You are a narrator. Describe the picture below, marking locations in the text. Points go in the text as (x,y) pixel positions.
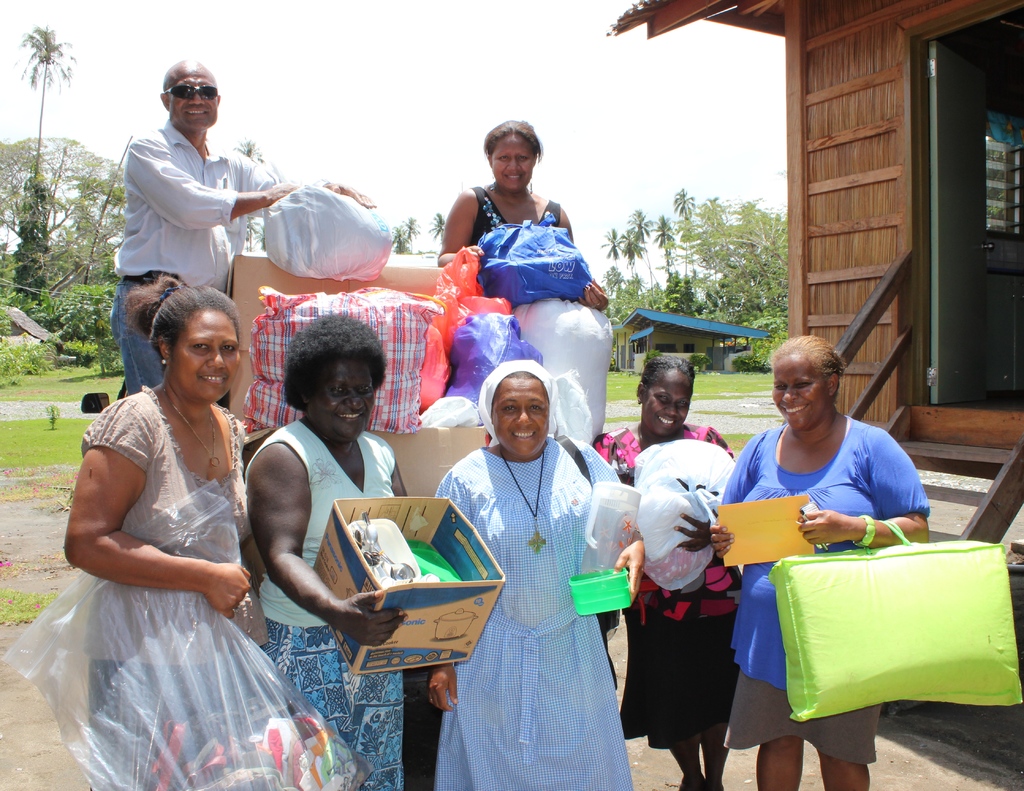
In this picture, we can see a few people (294,511) holding some objects (787,532), we can see some objects (265,377) like bags (265,377), we can see the house (985,435), stairs (919,451), railing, window (1004,213), ground (16,507) with grass (84,388), plants (78,313), trees (71,313), rocks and the sky (509,14).
